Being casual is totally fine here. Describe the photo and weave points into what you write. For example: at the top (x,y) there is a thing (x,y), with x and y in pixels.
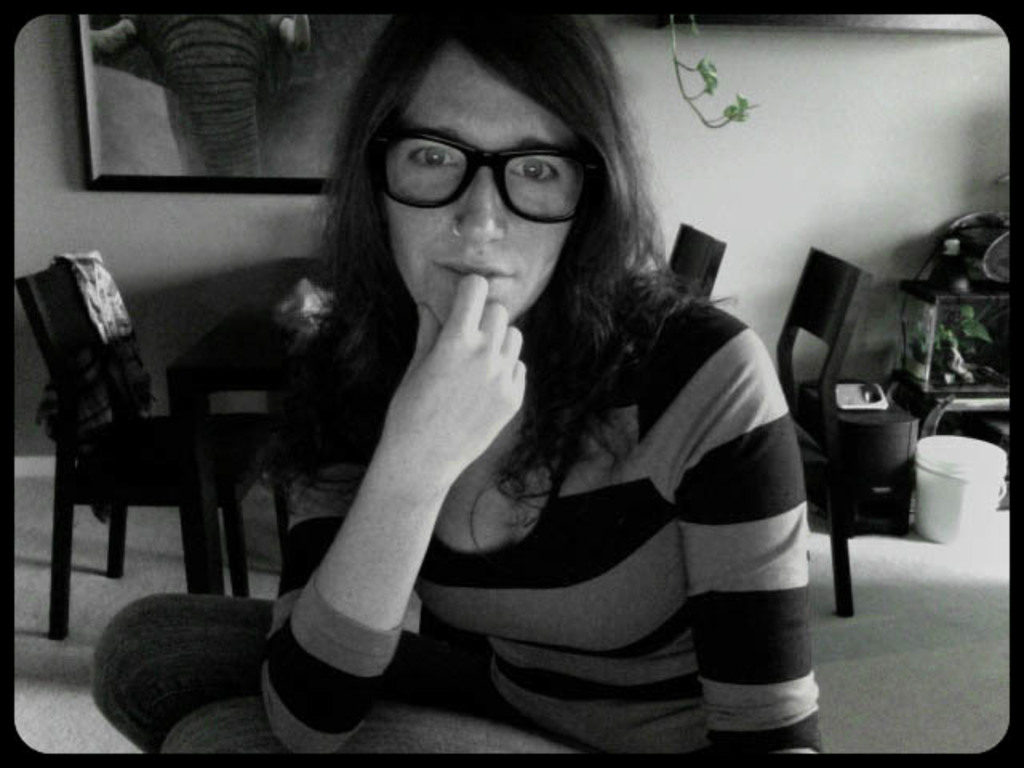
In this picture, we can see a person (795,622), we can see the ground (817,536), and some objects (816,499) on the ground (1005,593), like chairs (846,607), tables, and some objects (947,456) on the right side of the picture (957,285), we can see the wall (890,160) with some objects (120,141) attached to it.
